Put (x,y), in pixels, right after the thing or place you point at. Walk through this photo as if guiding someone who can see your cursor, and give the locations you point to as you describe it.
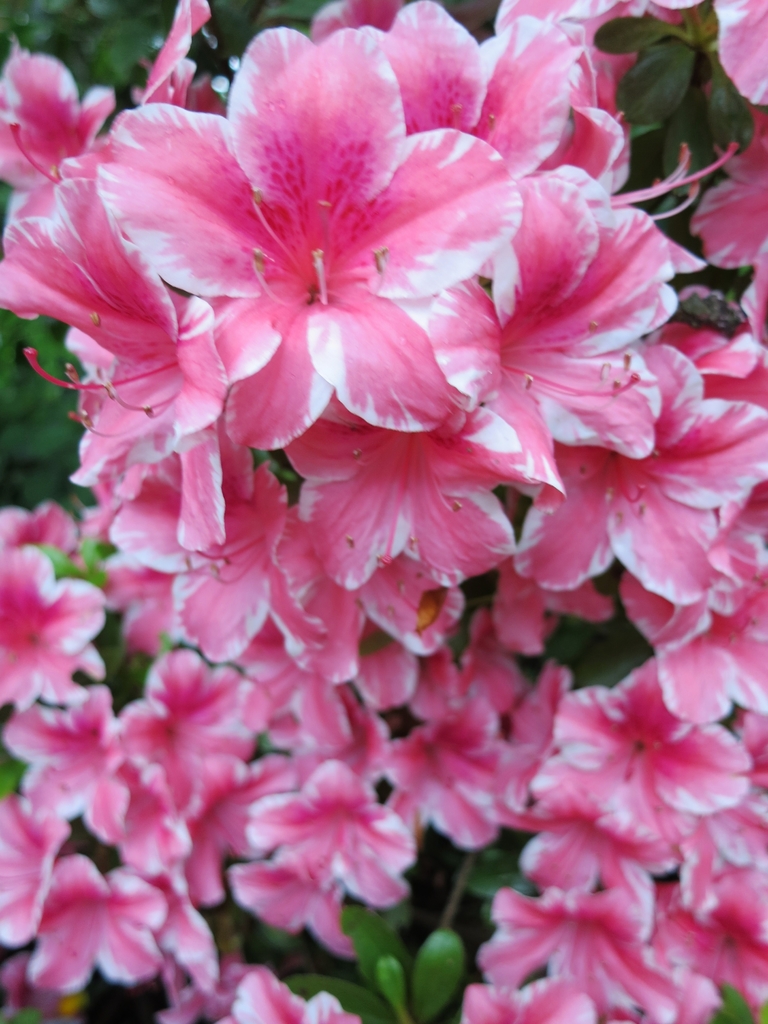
In this image we can see a bunch of flowers (408,529) to a plant (381,689).
